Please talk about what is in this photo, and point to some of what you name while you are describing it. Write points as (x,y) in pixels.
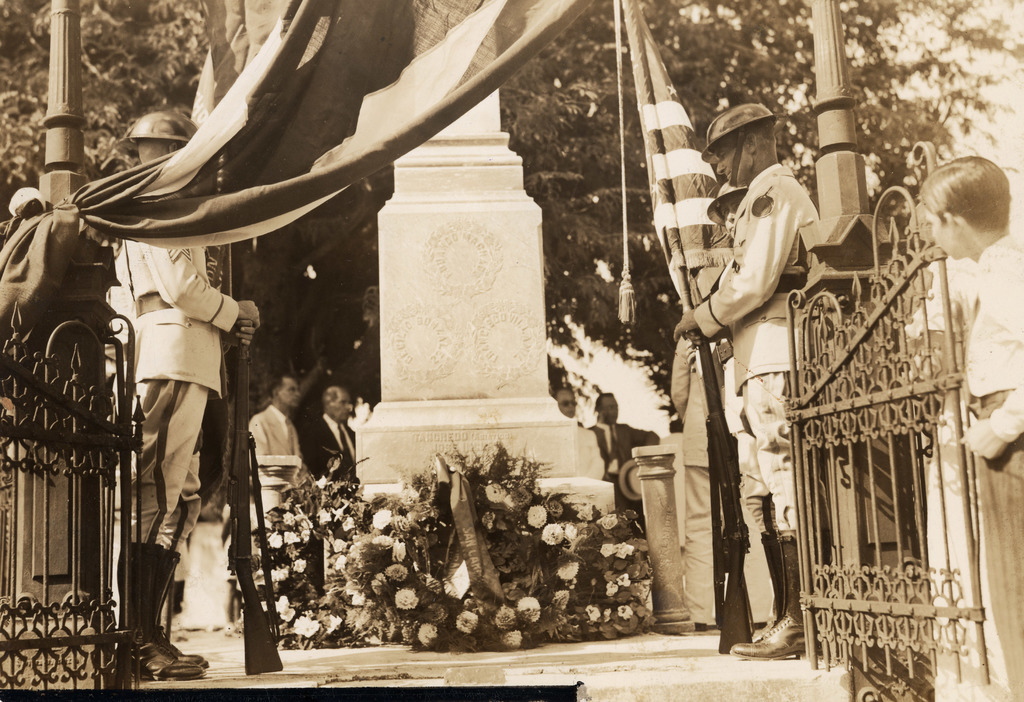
In this image there are garlands (432,590) on the floor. Left side (246,368) there is a person (241,319) holding the gun (247,351). He is wearing a helmet (171,125). There is a cloth (199,155) tied to the pole (88,246). Before it there is a fence (24,377). There are people (749,331) on the floor (613,648). Middle of the image (445,417) there is a pillar (465,308). Right side (1011,449) there is a boy (1002,431) standing. Beside there is a gate (857,291) attached to the pole (846,228). Behind there are two people (734,306) standing. They are holding the guns (736,507). They are wearing the helmets (709,208). Background there are trees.
